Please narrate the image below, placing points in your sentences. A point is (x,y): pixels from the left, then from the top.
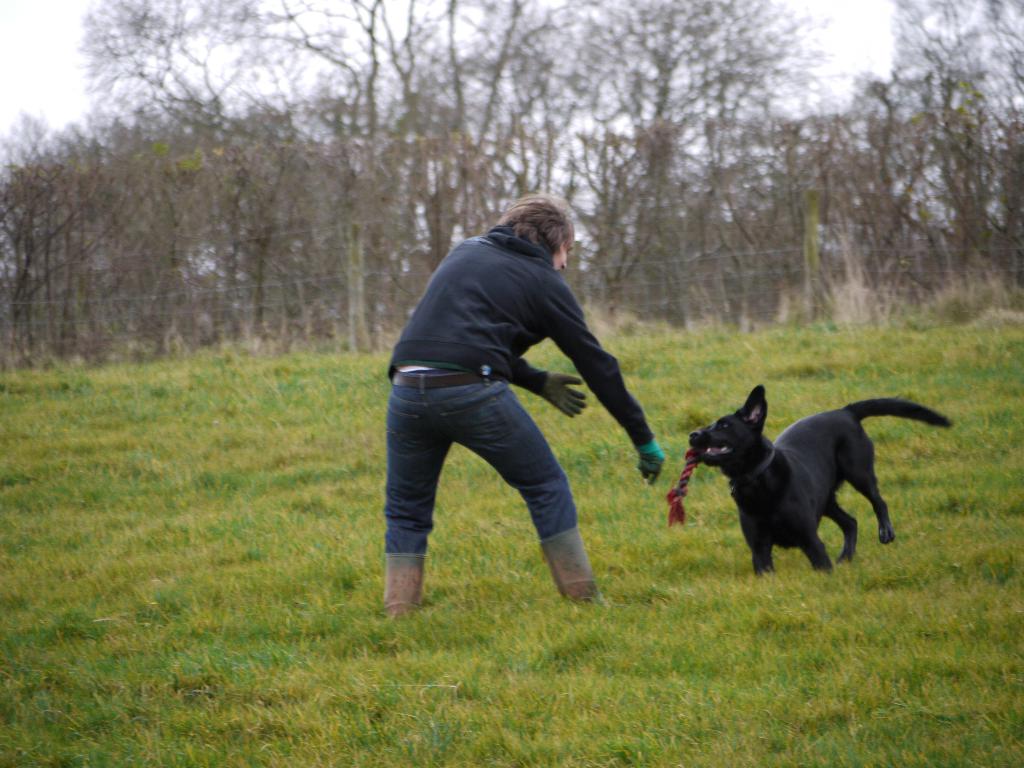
Man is playing with a black color dog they are in grass (291,675) and trees (295,260) in the middle (364,262).
